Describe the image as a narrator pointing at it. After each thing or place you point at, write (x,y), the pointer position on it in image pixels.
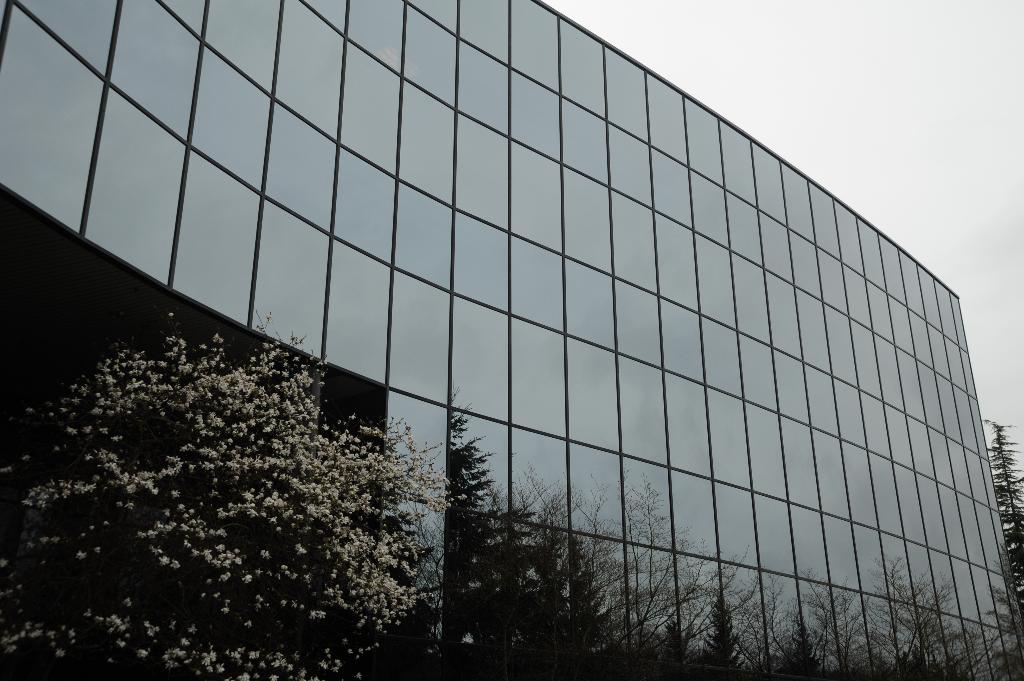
In the image there is a building (510,328) with glass panels (570,328) all over it with trees (314,601) in front of it and above its sky (827,75).
